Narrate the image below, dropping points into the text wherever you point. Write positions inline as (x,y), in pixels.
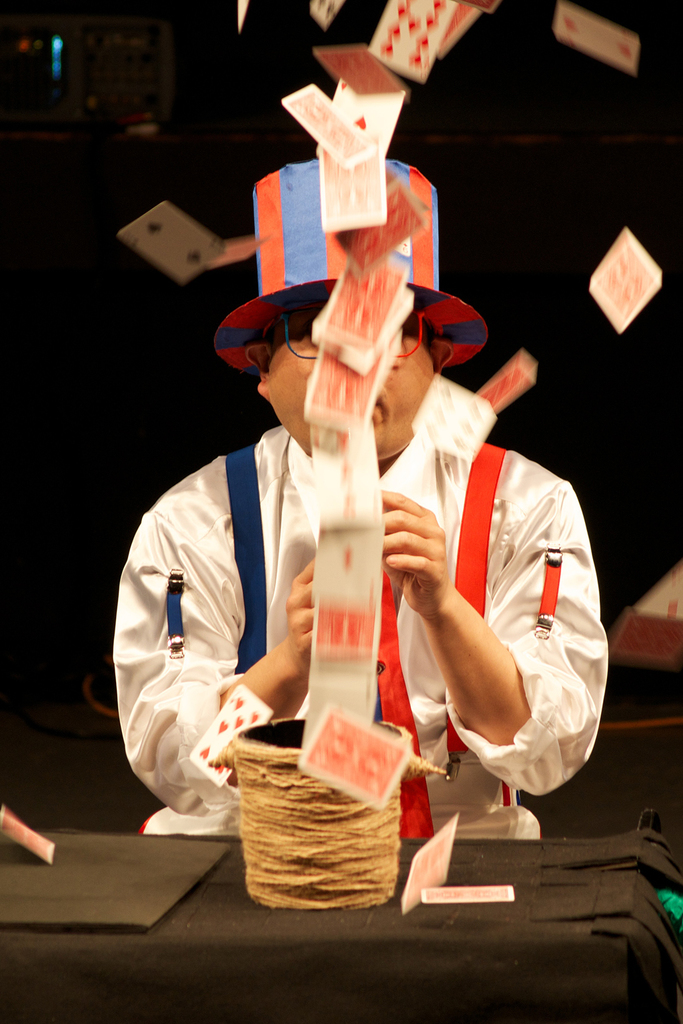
In this image I can see a man (458,337) wearing a hat (462,349) and a specs (421,339). I can also see number of cards (317,425).
